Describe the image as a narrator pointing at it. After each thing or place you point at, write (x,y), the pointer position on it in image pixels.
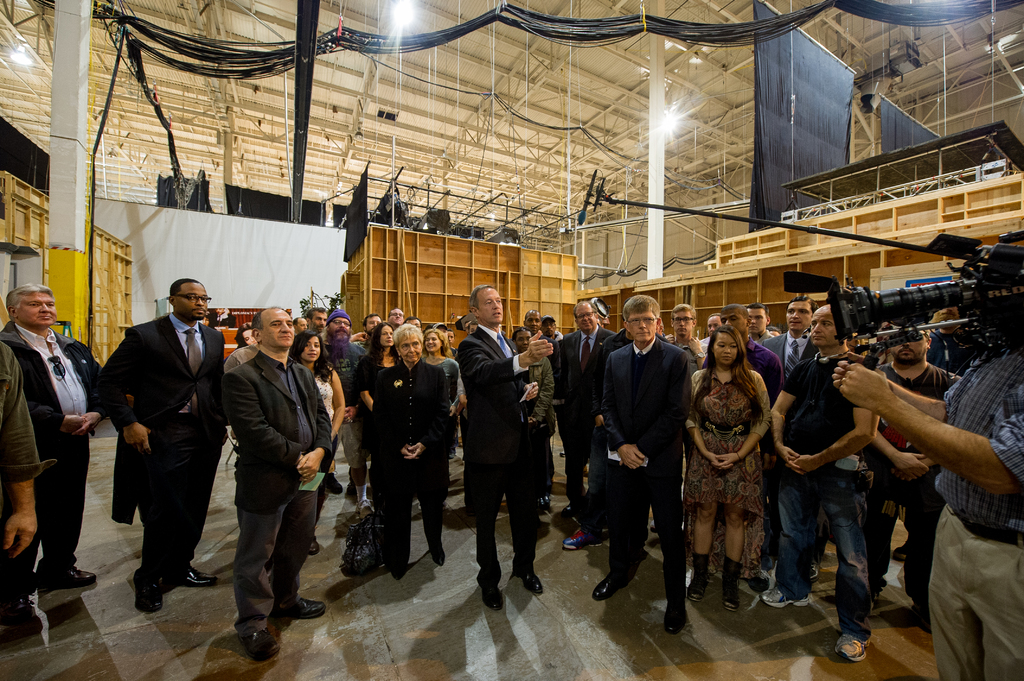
There are few people (438,483) here standing on the floor (644,656) and on the right (991,606) a person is holding a camera (1015,318) in his hands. In the background (526,281) there are wooden racks (957,219), wooden boards (378,285), poles (85,320), clothes (319,274), lights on the roof top (350,135) and other objects (412,209).
